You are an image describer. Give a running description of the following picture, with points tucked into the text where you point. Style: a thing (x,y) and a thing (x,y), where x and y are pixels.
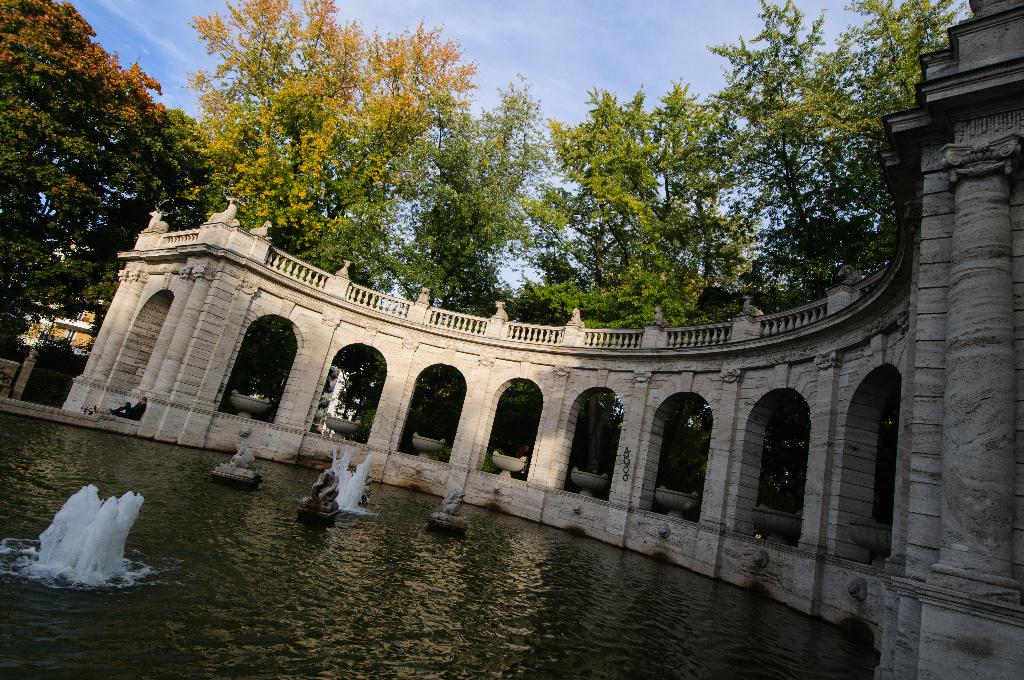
In this image in the center (671,382) there is a building (681,365) and at the bottom (248,542) there is fountain (86,530), and also we could see some statues (319,498) and one person (127,410) is sitting. In the background (328,151) there are some trees (558,258) and houses (85,313), at the top of the image (538,33) there is sky (564,52).
